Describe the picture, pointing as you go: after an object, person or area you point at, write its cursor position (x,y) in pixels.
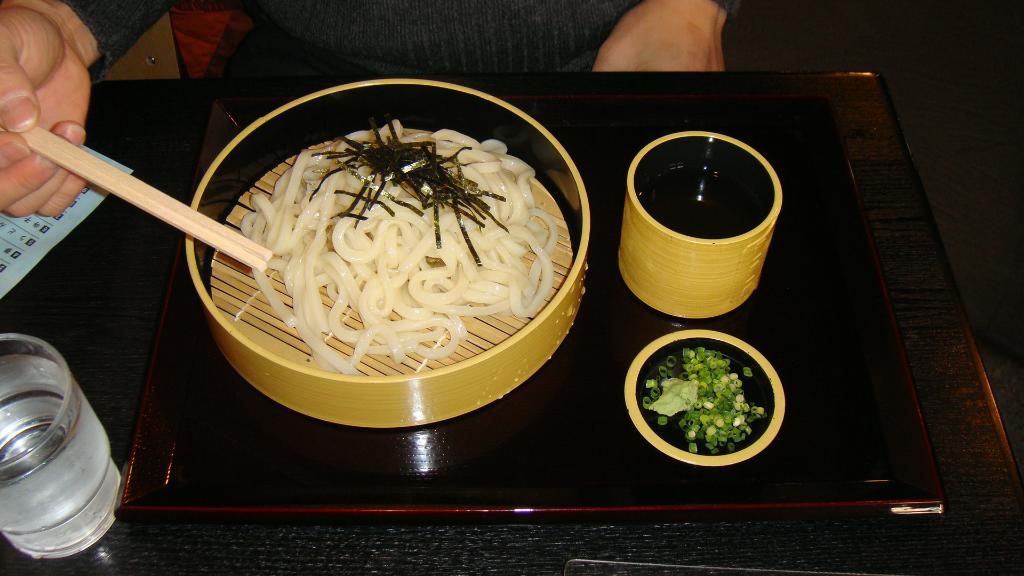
This is the picture of a table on which there is a glass (20,434), bowl (329,411) which has some food item (351,301) and also some other things (725,162) to the side.
